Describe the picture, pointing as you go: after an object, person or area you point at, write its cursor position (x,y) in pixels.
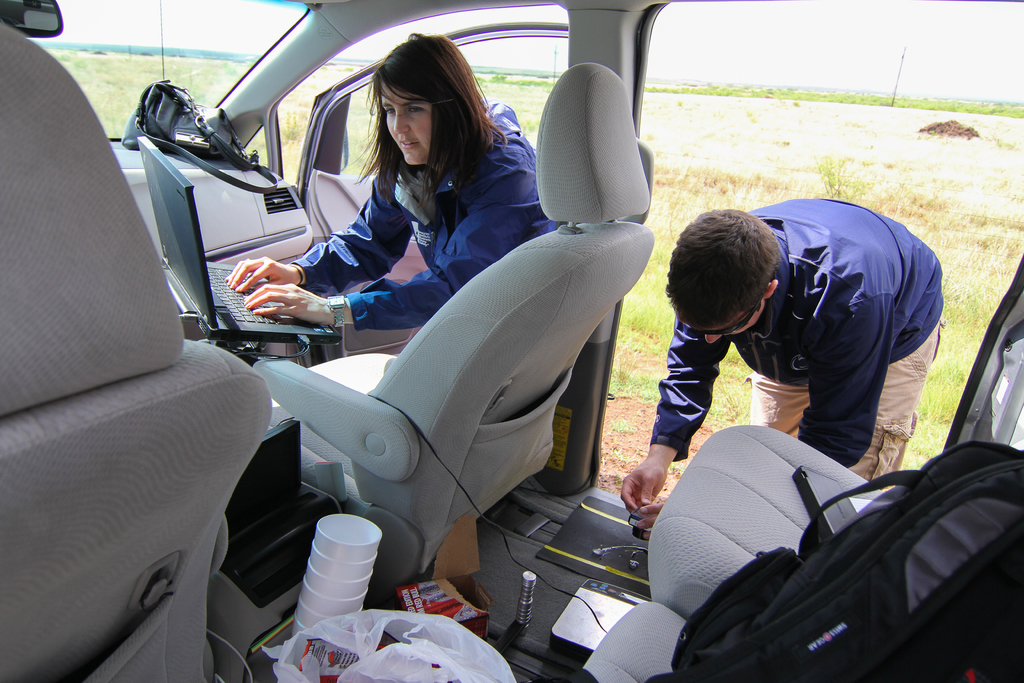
This image is taken in a car (447,495). At the bottom of the image (478,472) there are four seats (398,383). There are a few cups (354,610) and a cover (473,659) in the car (556,603). There is a laptop (224,290) and there is a backpack (821,552) on the seat (761,465). There are a few things (620,548). In the middle of the image (674,409) a man (709,305) and a woman (455,248) are standing on the ground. A woman (389,270) is using a laptop (236,299) and there is a handbag (149,115). In the background (807,145) there is a ground (875,166) with grass (930,201) on it.
